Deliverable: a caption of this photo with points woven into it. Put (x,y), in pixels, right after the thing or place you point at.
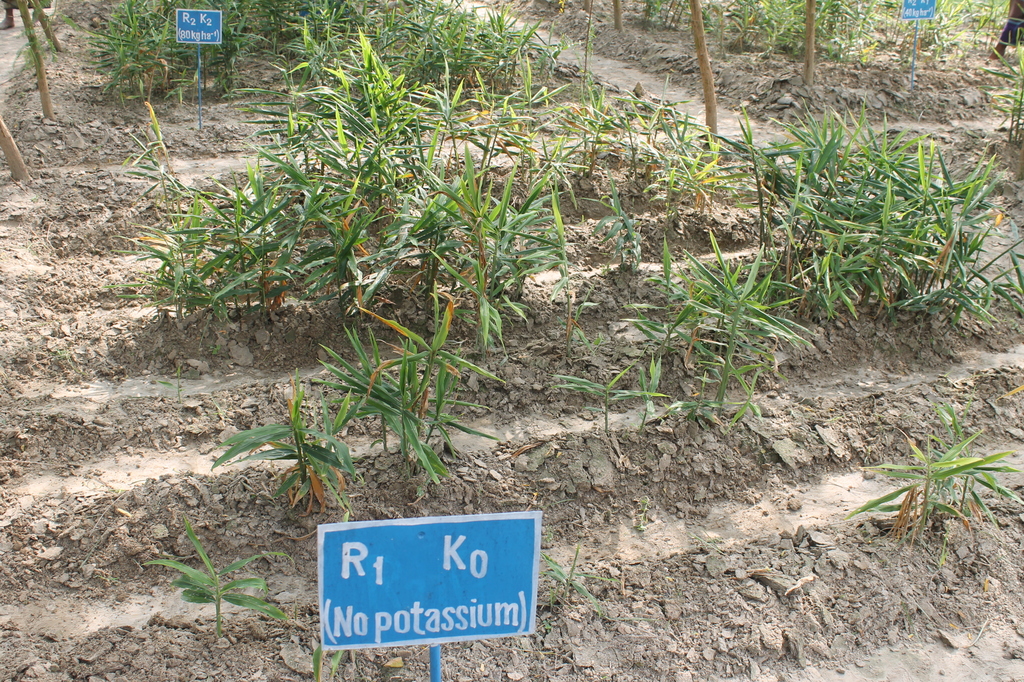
This picture shows few plants (350,139) on the ground (550,282) and we see blue color board (201,29) with text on them.
